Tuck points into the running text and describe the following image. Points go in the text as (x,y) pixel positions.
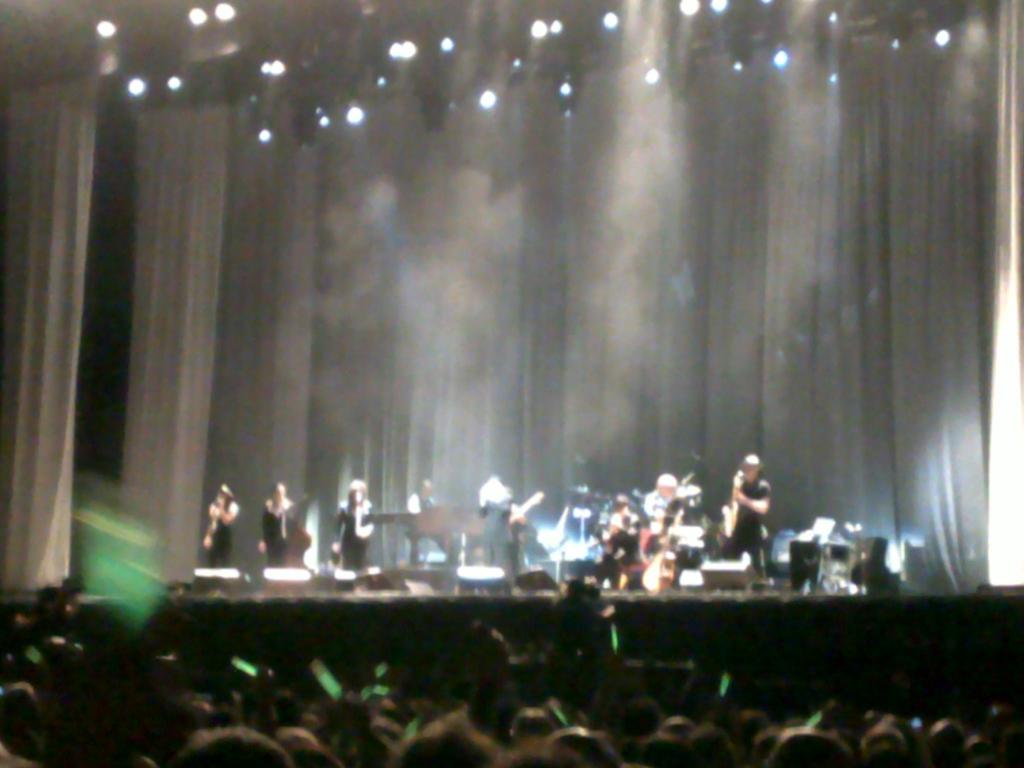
In this image we can see a group of people (354,530) standing on the stage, and playing the musical instruments (509,527), here are the lights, here are the group of people (491,755) standing.
